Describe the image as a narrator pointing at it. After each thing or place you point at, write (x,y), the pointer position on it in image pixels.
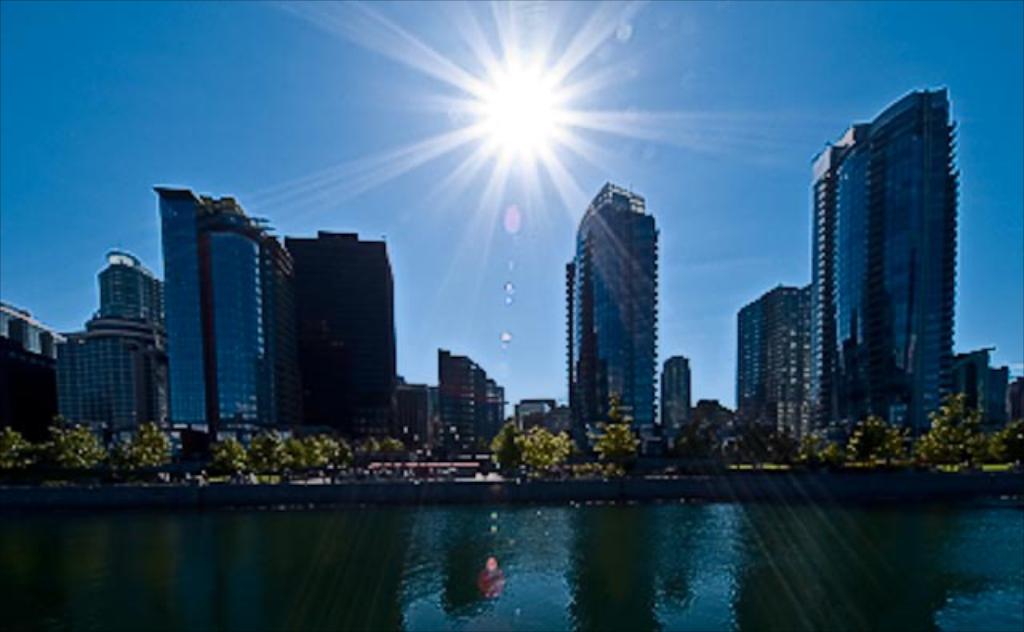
In the image we can see there are buildings (368,336), trees (548,452) and the sky (348,195). Here we can see the water (537,553), the sun (509,152) and the image is slightly blurred.
